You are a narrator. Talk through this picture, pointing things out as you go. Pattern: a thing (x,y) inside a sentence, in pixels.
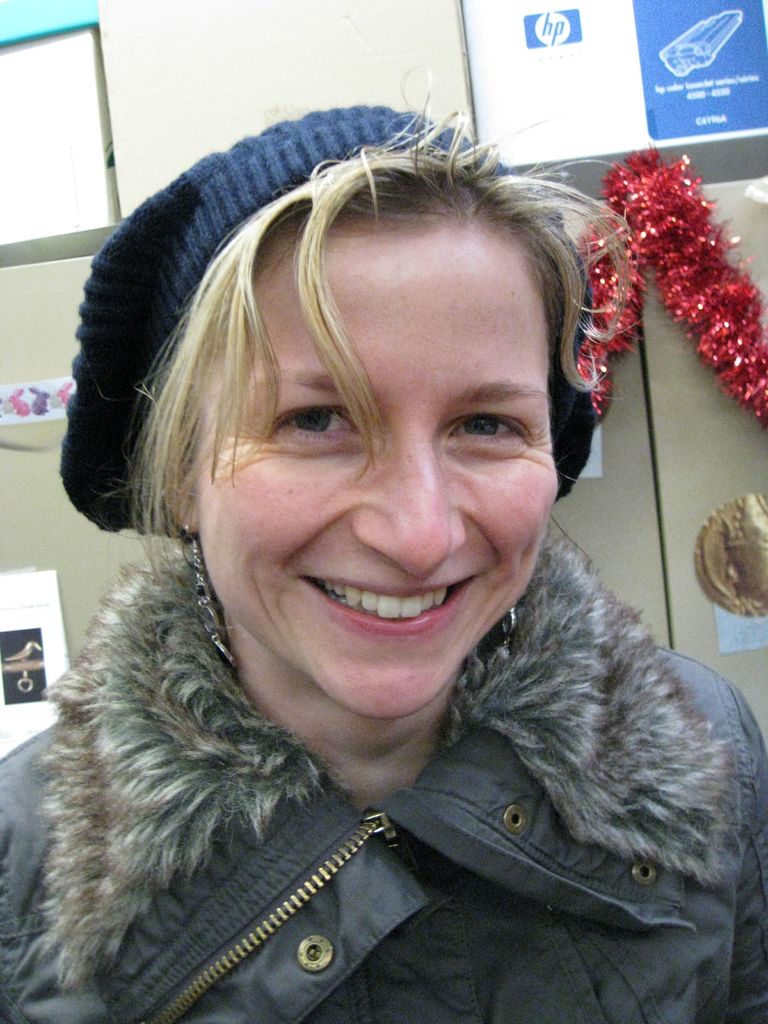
In this image I can see a woman (390,596) she is smiling and she wearing a cap (175,197) in the background (697,163) I can see the wall (701,172) and I can see a decorative item (709,301) attached to the wall (667,475).
